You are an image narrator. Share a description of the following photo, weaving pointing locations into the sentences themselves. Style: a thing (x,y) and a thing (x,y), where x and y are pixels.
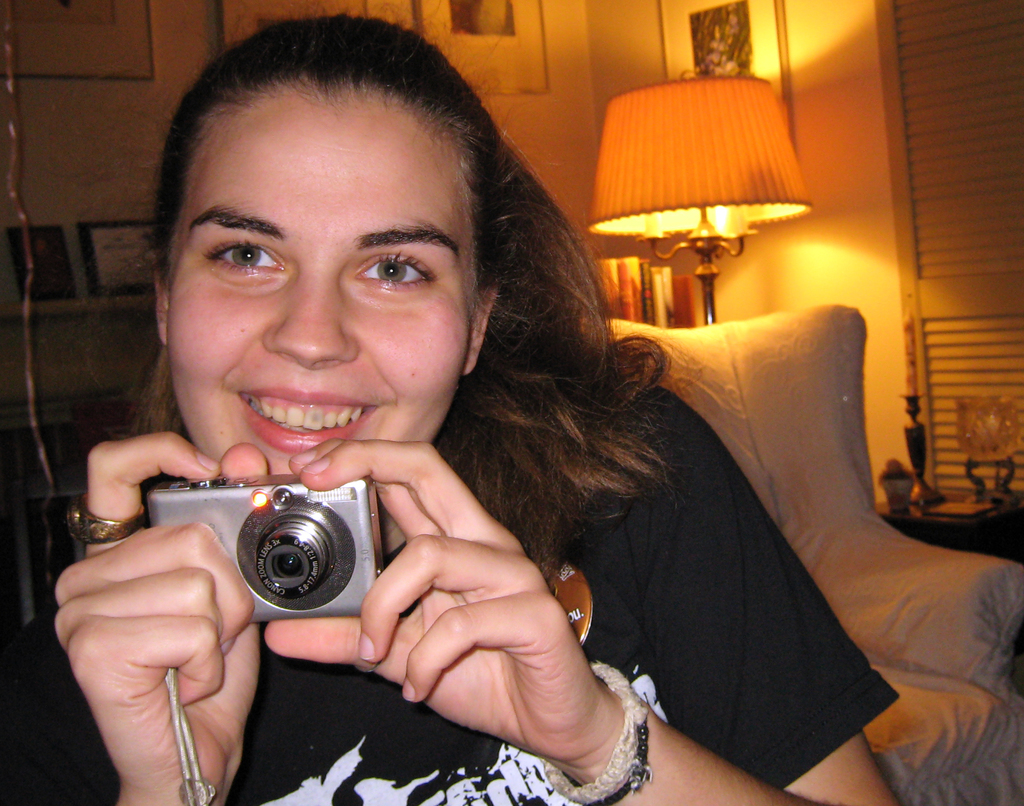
In this image we can see a woman (312,426) is holding a camera (313,533) in her hands (360,470). In the background (738,374) we can see a chair (750,398), lamp (680,246) and objects (913,466) on a table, frames (23,57) on the wall (608,48) and other objects (1002,57).
